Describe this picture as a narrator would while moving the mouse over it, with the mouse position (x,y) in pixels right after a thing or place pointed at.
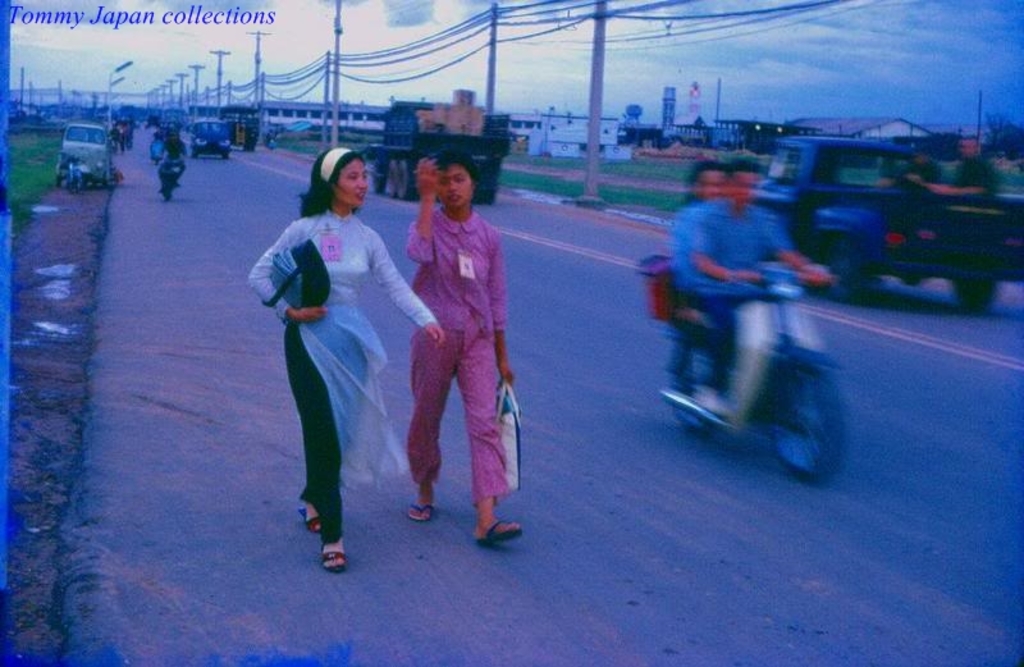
This picture is taken on the wide road (530,382). In this image, in the middle (491,259), we can see two women (443,291) are walking on the road (614,635). On the right side (727,259), we can see a man (733,310) riding a scooter (746,350), we can also see another person (697,243) sitting on the scooter (674,358). On the right side (955,198), we can also see two people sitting on the truck (986,224). In the background (494,151), we can see vehicles (437,151) which are moving on the road (980,361), a group of people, pole (230,98), street lights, buildings (743,122), houses (612,132). At the top (136,52), we can see a sky (429,15) which is a bit cloudy, at the bottom (649,615), we can see a grass (15,178) and a road (506,511).
